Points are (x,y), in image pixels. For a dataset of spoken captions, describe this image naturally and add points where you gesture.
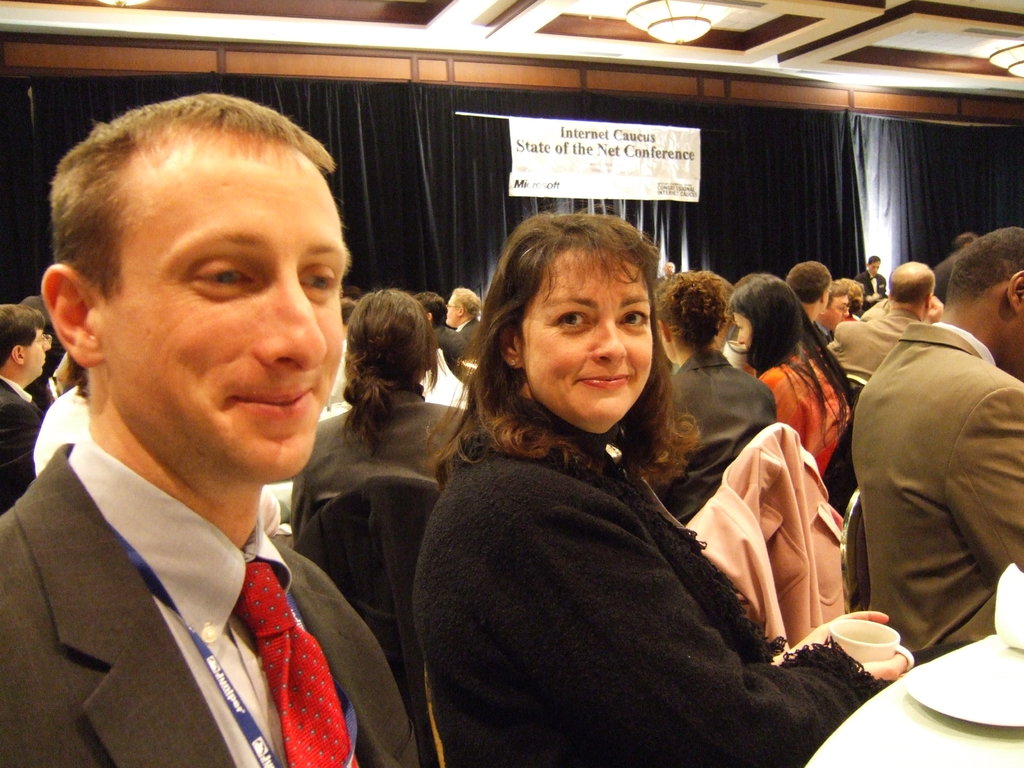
In this picture I can see few people (427,406) are seated on the chairs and I can see a woman (845,667) holding a cup (867,651) in her hand (873,663) and a plate (941,707) on the table (901,744) and I can see a black color cloth (634,204) with a banner (581,171) on it and I can see text (609,152) on the banner (639,156) and a man (884,289) standing and I can see few lights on the ceiling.
